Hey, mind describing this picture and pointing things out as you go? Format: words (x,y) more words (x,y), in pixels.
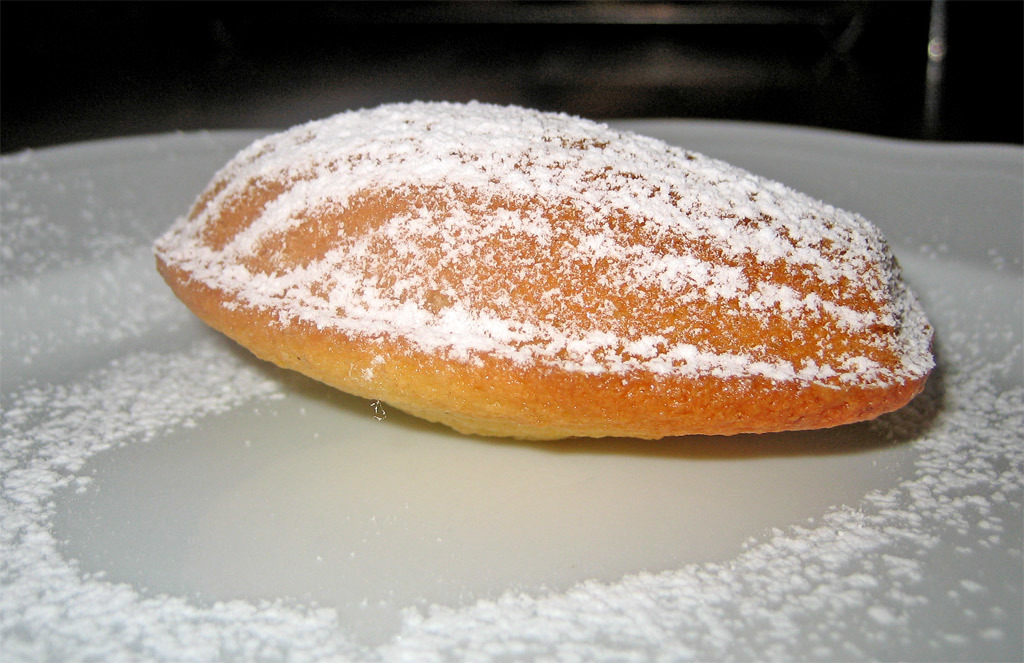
In this image I can see a food (652,297) on the white surface (699,454). Food (668,291) is in brown and white color.
